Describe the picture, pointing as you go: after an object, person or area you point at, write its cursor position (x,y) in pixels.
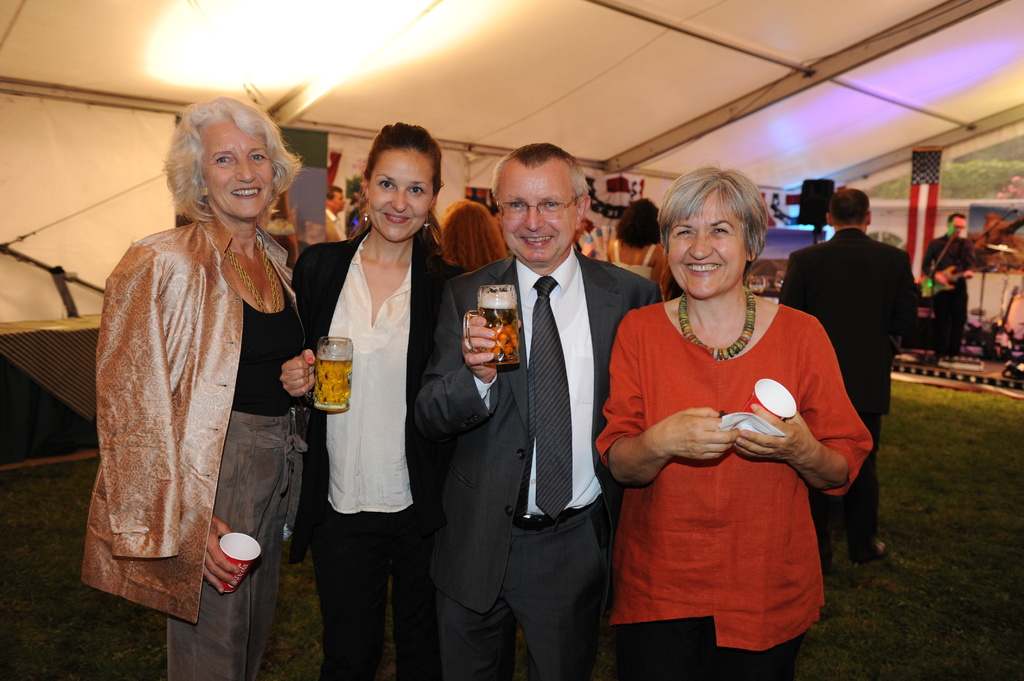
In the middle of the image (554,238) few people (184,336) are standing and smiling and holding glasses (504,353). Behind them few people (950,306) are standing and holding something in their hands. At the top of the image (476,140) there is roof (693,141).
